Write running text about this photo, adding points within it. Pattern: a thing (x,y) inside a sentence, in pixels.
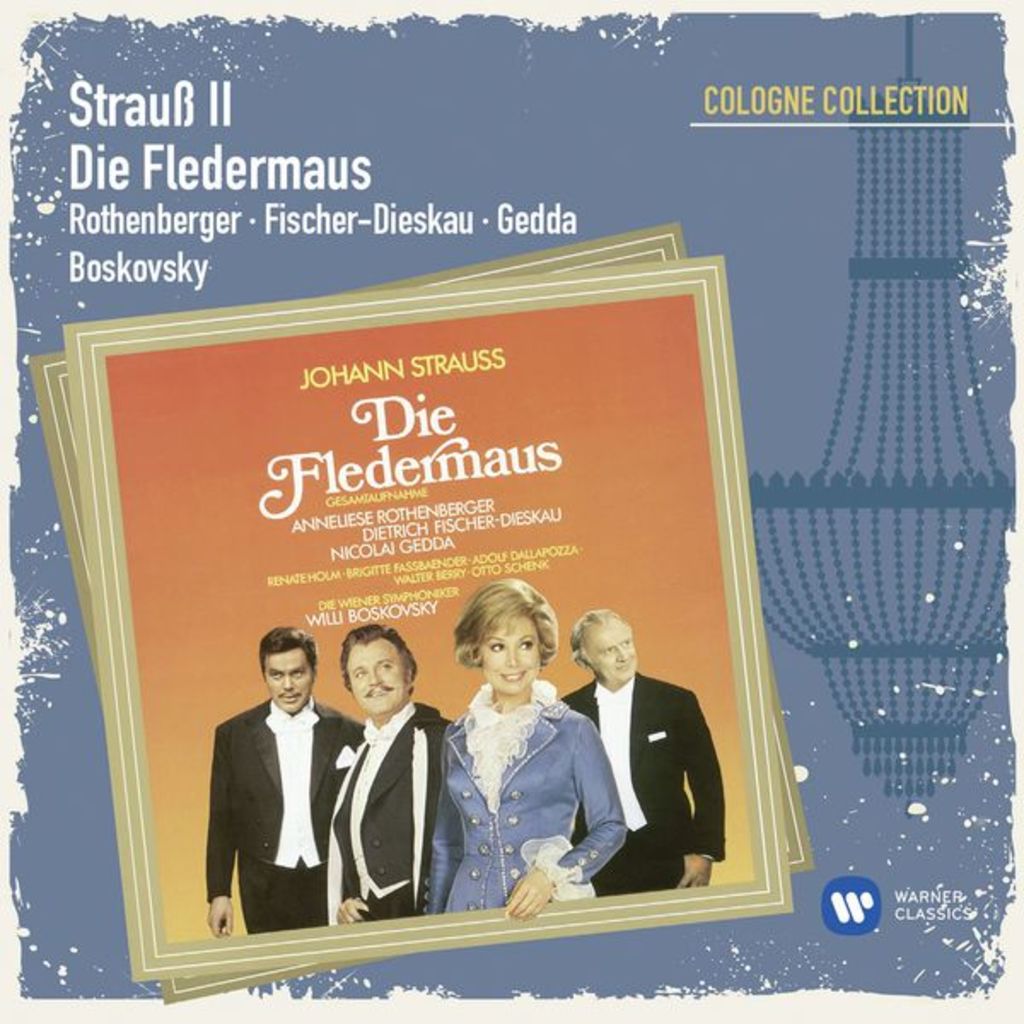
In the picture I can see the image of few persons (485,692) standing and there is something written above the image and there is something written in the right bottom corner (972,919).
